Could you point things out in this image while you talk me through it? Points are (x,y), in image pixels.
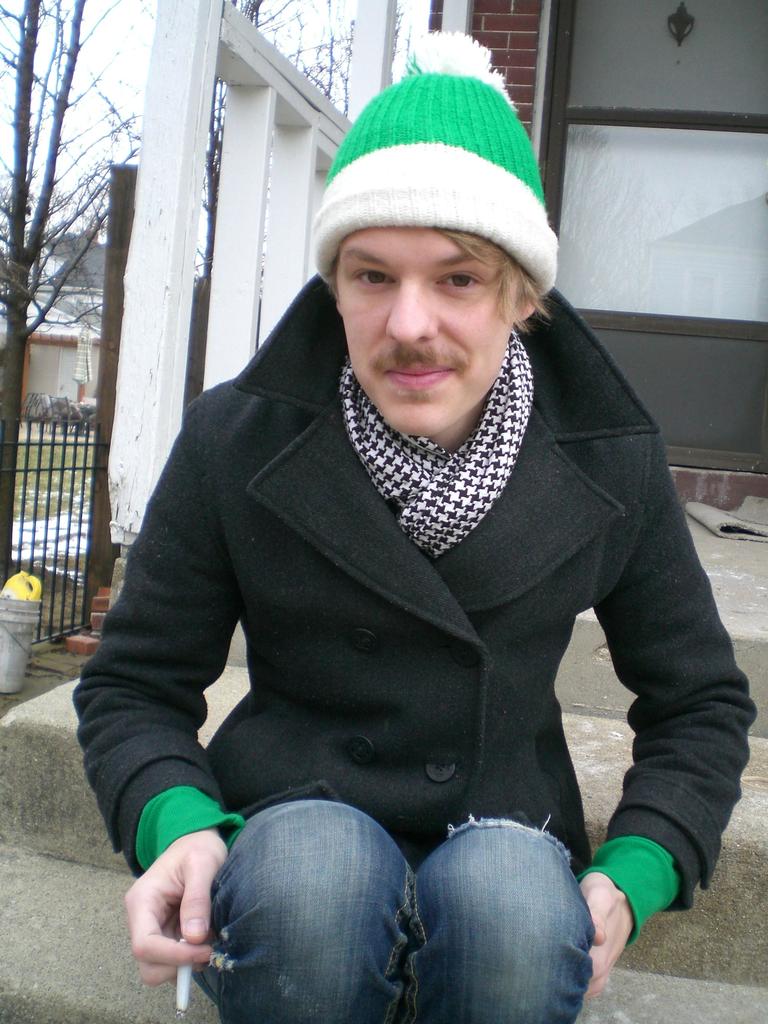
In this picture we can see a man (408,737) in the black jacket (367,534) is holding a cigarette (190,948) and behind the man (335,521) there is a wall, fence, trees (8,480) and a sky (62,195).
